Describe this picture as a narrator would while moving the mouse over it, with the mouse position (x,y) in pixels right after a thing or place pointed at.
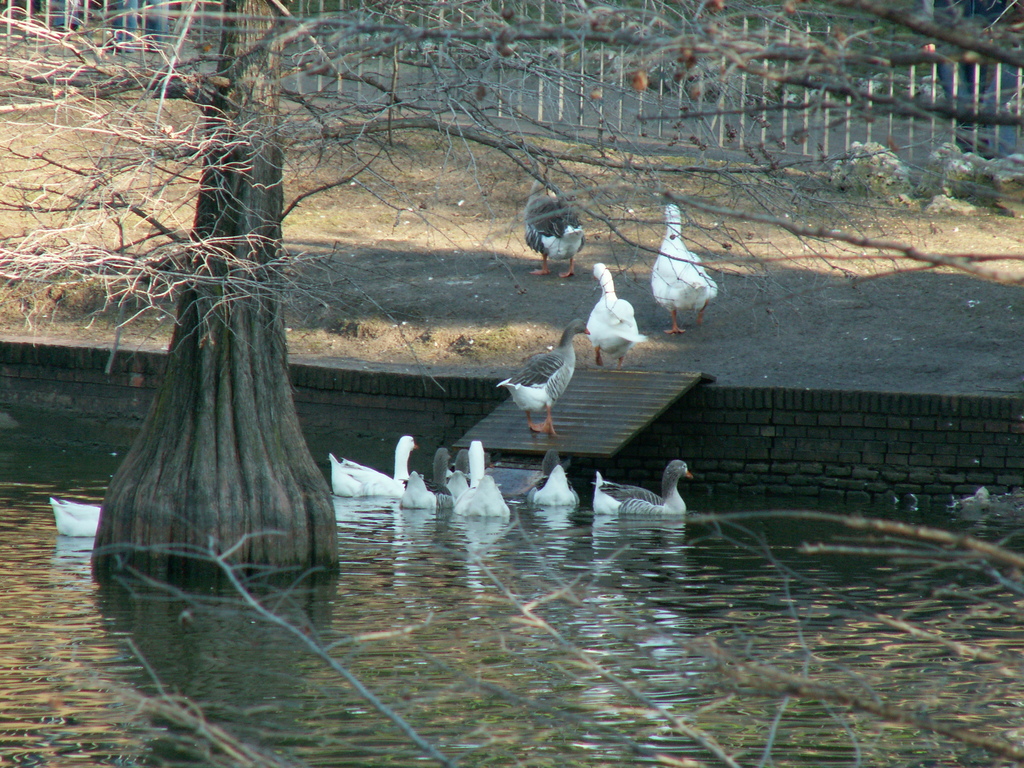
This image is taken outdoors. At the bottom of the image (421,698) there is a tree (857,745) and there is a pond (172,601) with water (368,584). In the background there is a fence (659,49) and there is a ground (461,298) with grass (504,344) on it. There are a few plants (967,178) on the ground (440,179). A few ducks (568,344) are walking on the ground (628,255) and there is a wooden platform (609,410). On the left side of the image (220,445) there is a tree (200,379). In the middle of the image (360,482) there are a few ducks (554,465) in the pond (688,526).
